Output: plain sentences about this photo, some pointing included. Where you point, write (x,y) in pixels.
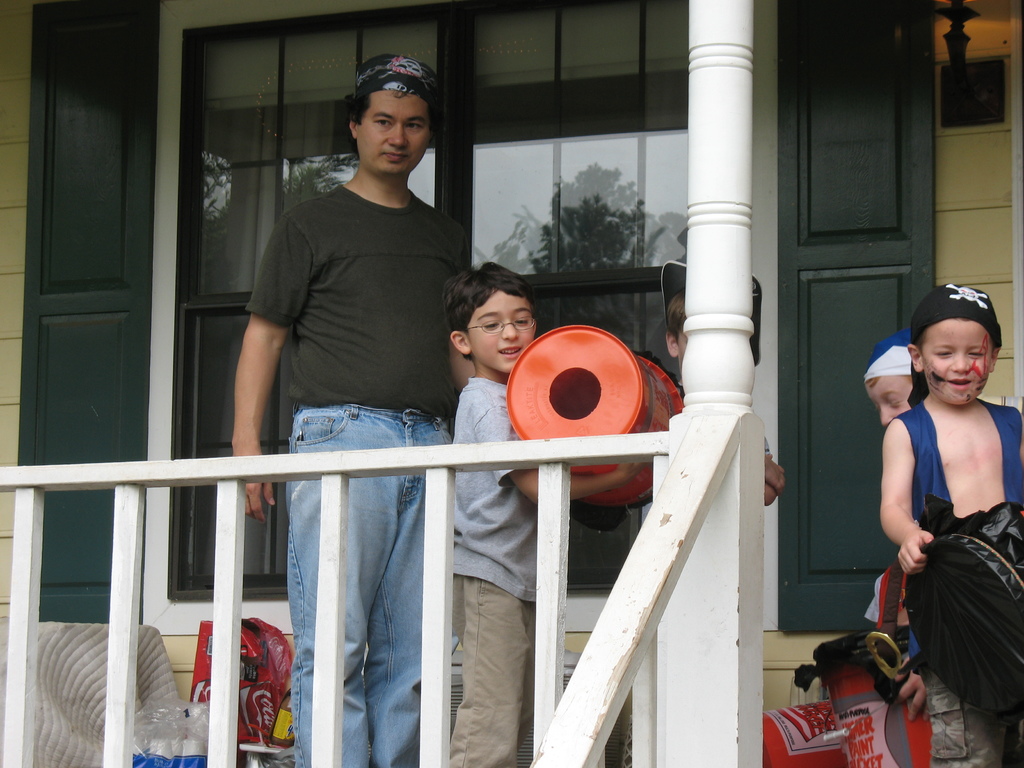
In this I can see a person (321,445) standing on the left side (326,386). I can see children (486,535). I can see wooden fence (439,543). I can see glass windows (215,52).
